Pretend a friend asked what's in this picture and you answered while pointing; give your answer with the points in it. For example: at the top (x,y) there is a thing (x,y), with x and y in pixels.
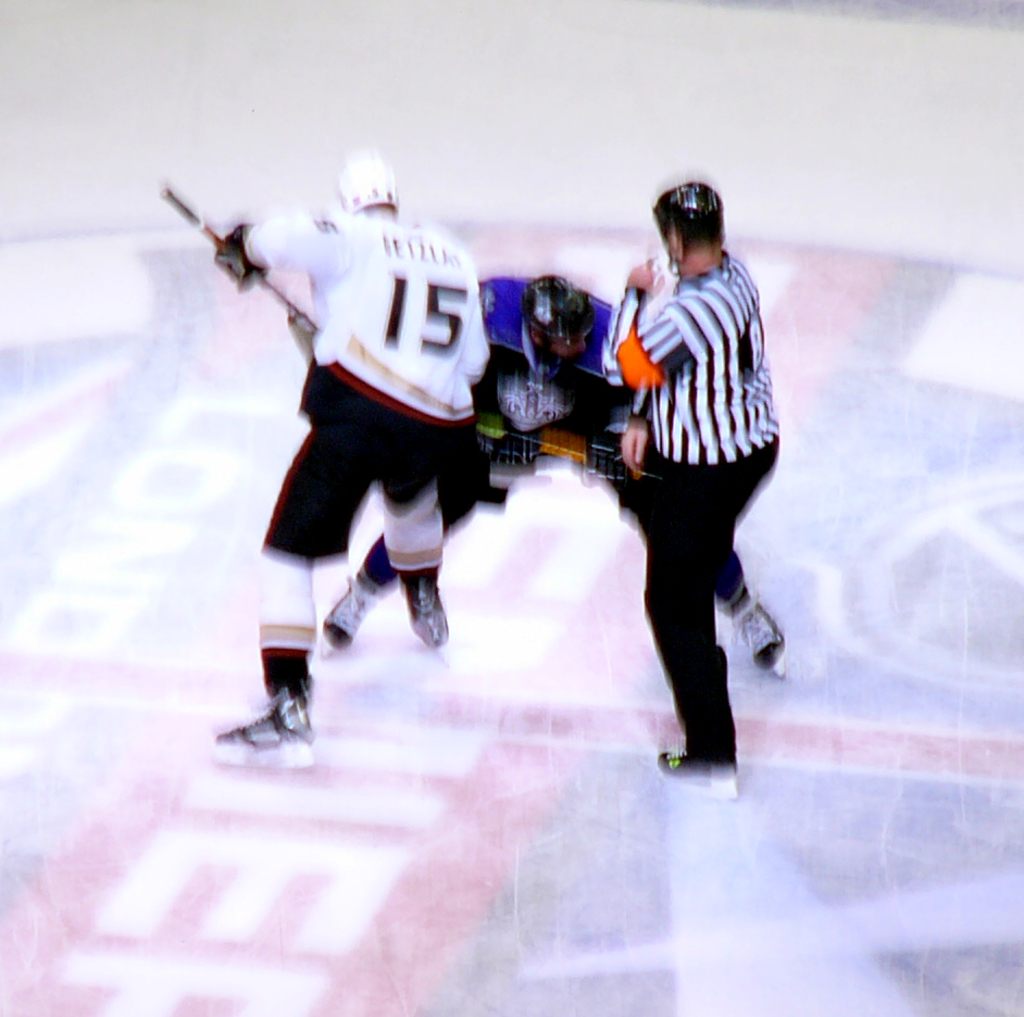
In the image we can see three people (352,360) wearing clothes (476,471) and helmets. They are wearing ice skates (710,767).
